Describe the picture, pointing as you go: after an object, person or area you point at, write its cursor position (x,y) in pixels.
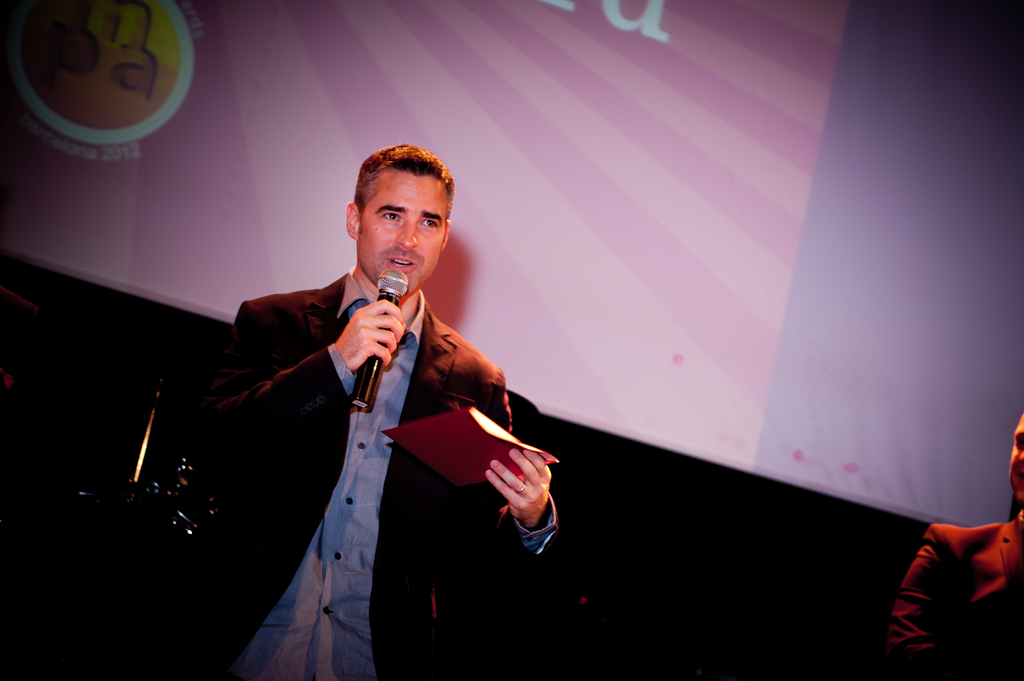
In this picture I can see a man (339,459) is holding a microphone (365,390) and an object (438,435) in the hands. In the background (155,284) I can see a projector screen (522,179). On the right side (953,592) I can see a person (951,600).
